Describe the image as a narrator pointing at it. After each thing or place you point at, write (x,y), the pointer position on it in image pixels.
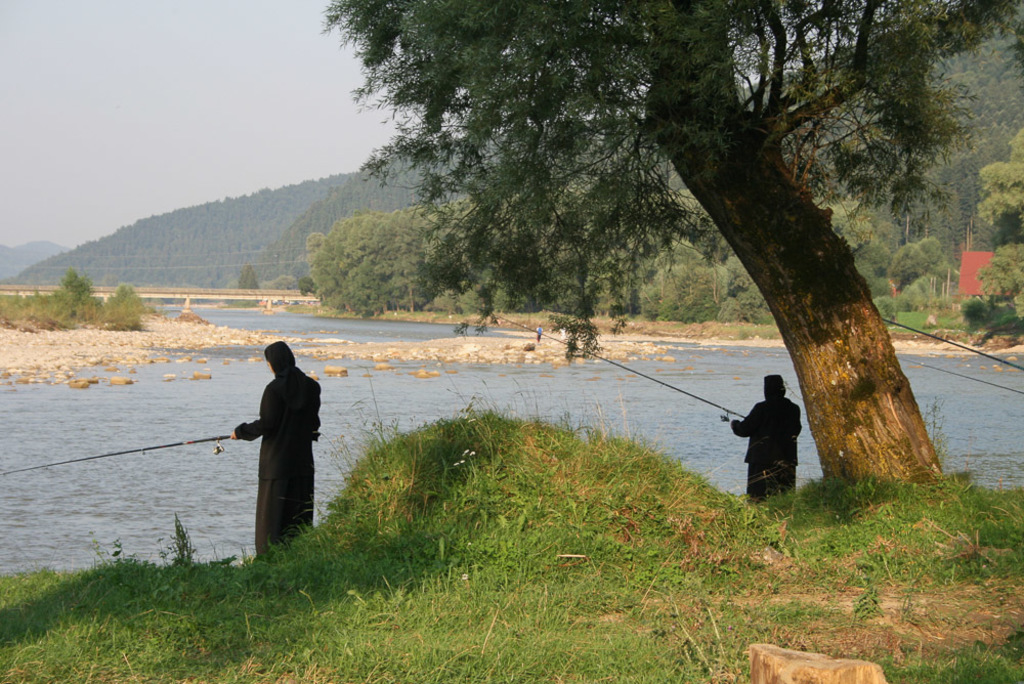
In this picture there are two people (248,438) standing and fishing. At the back (1019,250) there are mountains (362,180) and trees (990,187). At the top (275,107) there is sky (252,101). At the bottom (215,492) there is water (233,464) and there is grass (300,589) and there are stones (113,380). At the back (299,295) there is a bridge (2,291). On the right side of the image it looks like a house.
